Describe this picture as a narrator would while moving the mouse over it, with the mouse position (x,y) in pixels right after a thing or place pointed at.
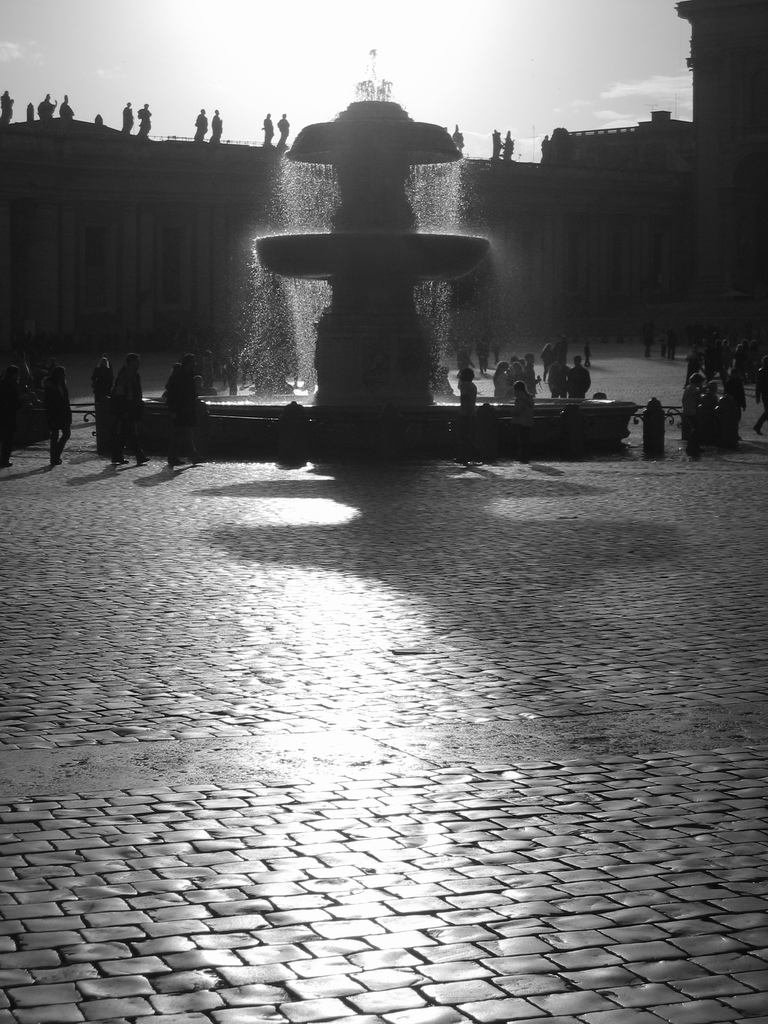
In this image I can see a water fountain (334,445). There are few persons (552,378) standing on the ground (549,604). In the background (744,310) I can see a building (583,132). At the top (587,61) I can see the sky (296,61).
